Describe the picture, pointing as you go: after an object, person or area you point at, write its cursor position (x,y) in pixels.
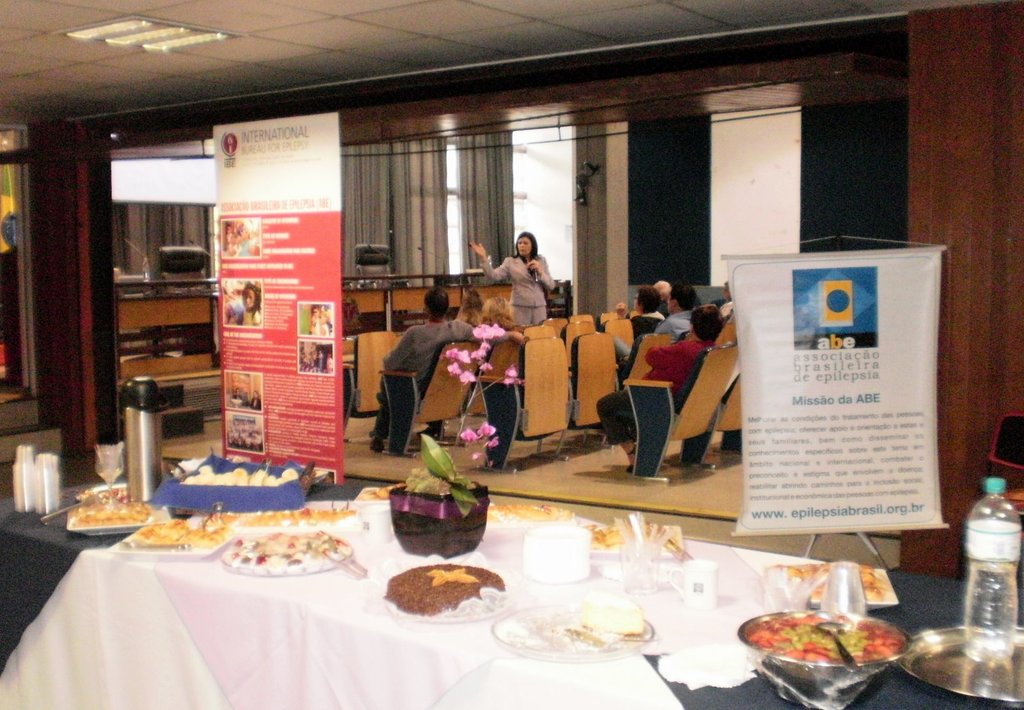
In the foreground of the image (644,580) we can see a table (755,610) with group of plates (490,593) containing food (825,644), a basket (173,499), bottle (991,571), group of glasses (102,468) and a flask (150,441) are placed on it. In the background (638,366), we can see a group of people (453,344) sitting on chairs (582,362). One person (533,269) is standing, two banners (337,345) with some text (850,422), windows (563,214) and some curtains (156,238).
